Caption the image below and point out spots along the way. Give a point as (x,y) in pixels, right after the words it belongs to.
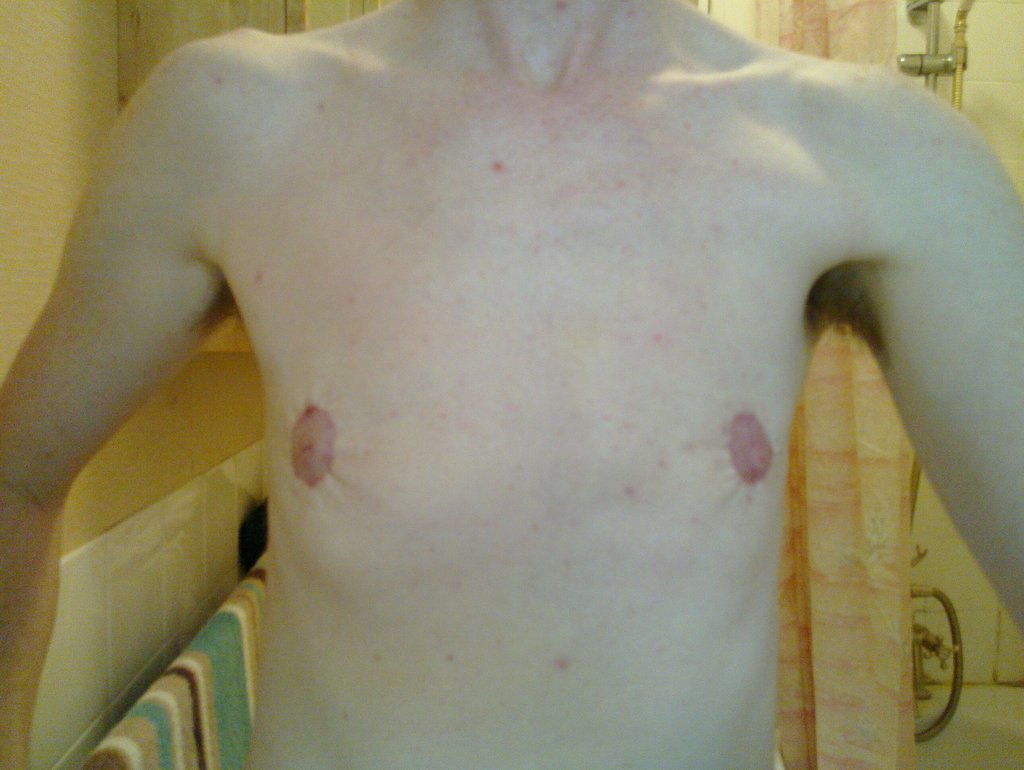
In this image I can see a person (780,468) and in the background (920,695) I can see few pipes (920,656).
